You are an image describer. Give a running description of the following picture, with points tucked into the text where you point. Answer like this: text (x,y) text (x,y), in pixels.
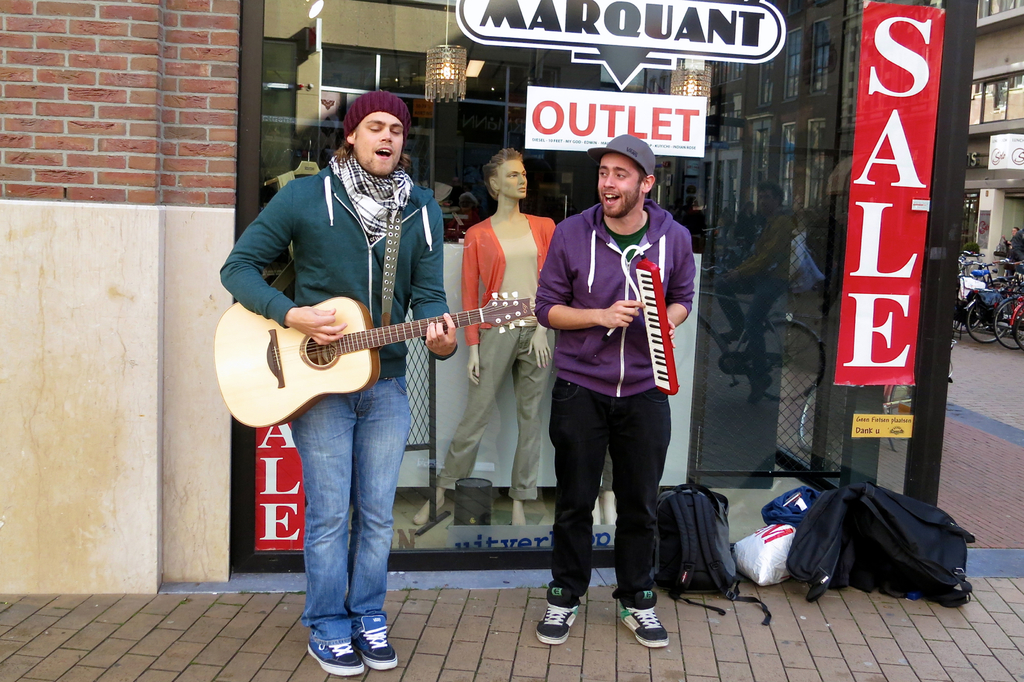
This image is taken in outdoors. In the middle of the image (365,402) a man (394,126) is standing and holding a guitar (328,303) in his hands (335,340) and singing while playing the music, besides him another man (625,161) is standing and playing a keyboard (672,389). At the background (5,386) there is a wall (205,105) and there is a store (815,60), on top of that there is a banner (910,365) with text (894,63) on it and a mannequin (481,267) is standing. In the right side of the image (1015,541) there is a road (998,426) and there were few vehicles (1007,280) and there is a building (996,83). At the bottom of the image (72,637) there is a floor (660,660).
